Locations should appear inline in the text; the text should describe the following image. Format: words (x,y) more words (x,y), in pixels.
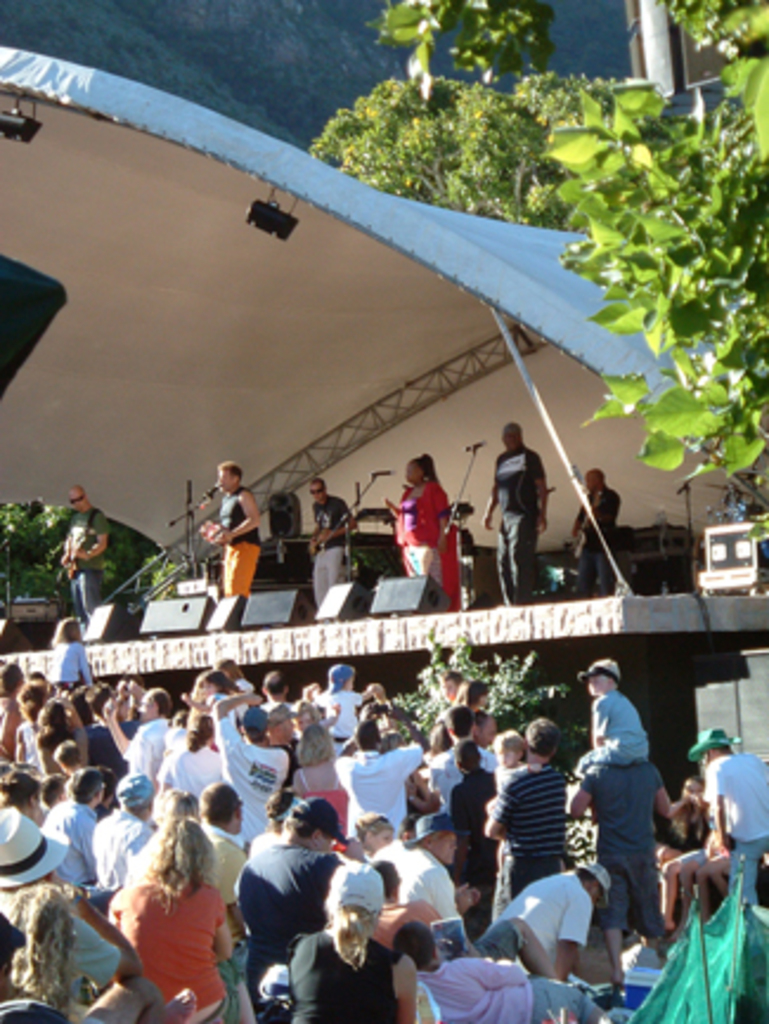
In the picture I can see a few persons (249,547) standing on the stage (476,533). I can see two men (95,576) playing the guitar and three persons (257,505) singing on a microphone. There is a group of people (337,709) at the bottom of the picture (493,977). There are trees (517,84) on the top right side of the picture (591,209).
